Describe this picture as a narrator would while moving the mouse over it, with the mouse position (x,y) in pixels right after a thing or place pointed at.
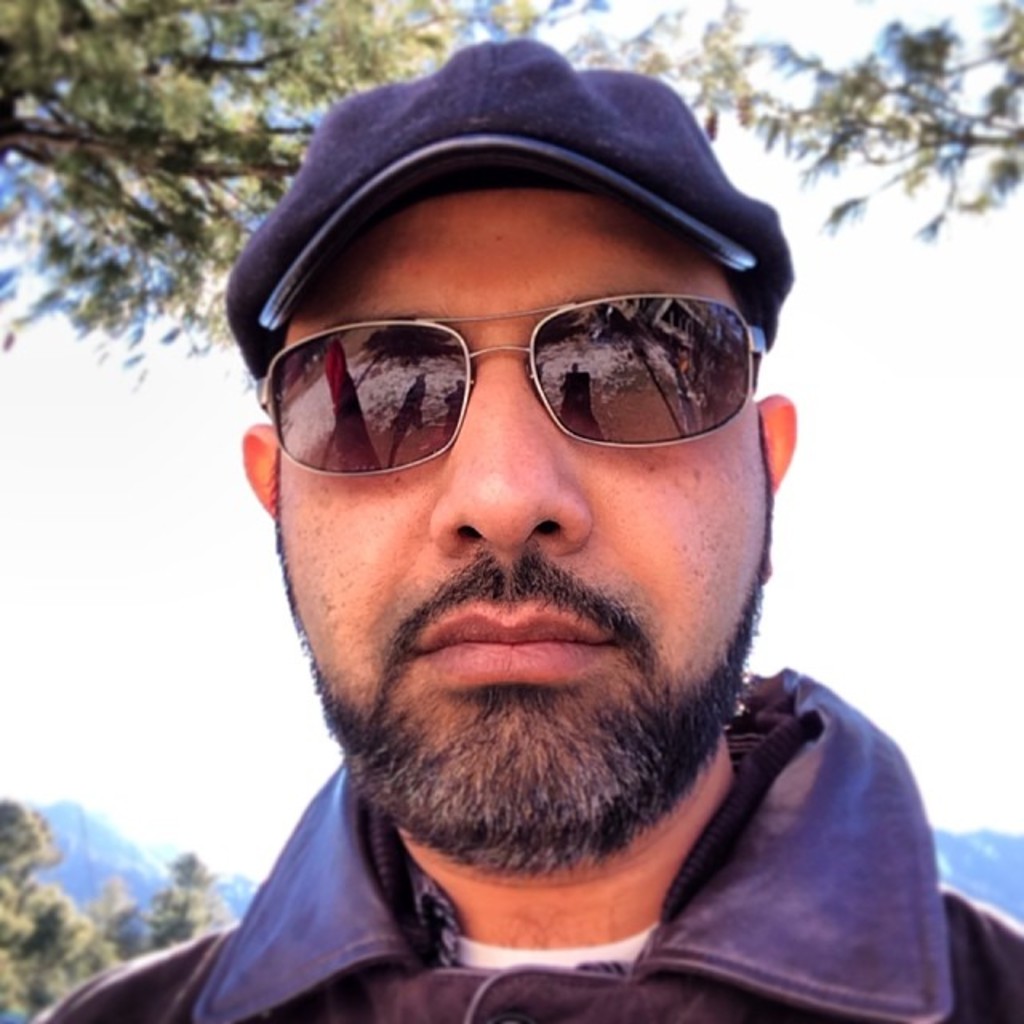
In the picture I can see a man (515,560) is wearing a cap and clothes (713,909). In the background (99,373) I can see trees (138,76), mountains (80,848) and the sky (176,666).
